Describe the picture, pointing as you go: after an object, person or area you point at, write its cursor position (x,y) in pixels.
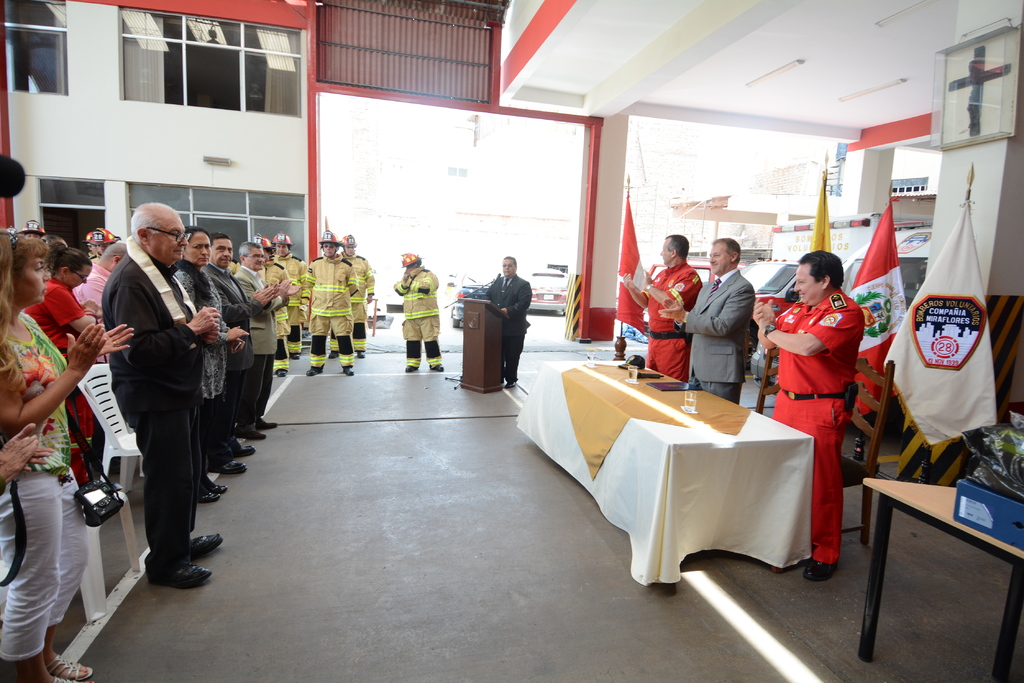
In this image, There is a floor (516,511) which is of gray color, In the right side (721,531) there is a table (629,441) which is covered by a white color cloth (707,469) and on that table (683,459) there are some glasses (631,376) and there are some people (711,325) standing, In the background (258,183) there is a white color wall (66,142) and in the top (857,55) there is a white color roof (591,69).
